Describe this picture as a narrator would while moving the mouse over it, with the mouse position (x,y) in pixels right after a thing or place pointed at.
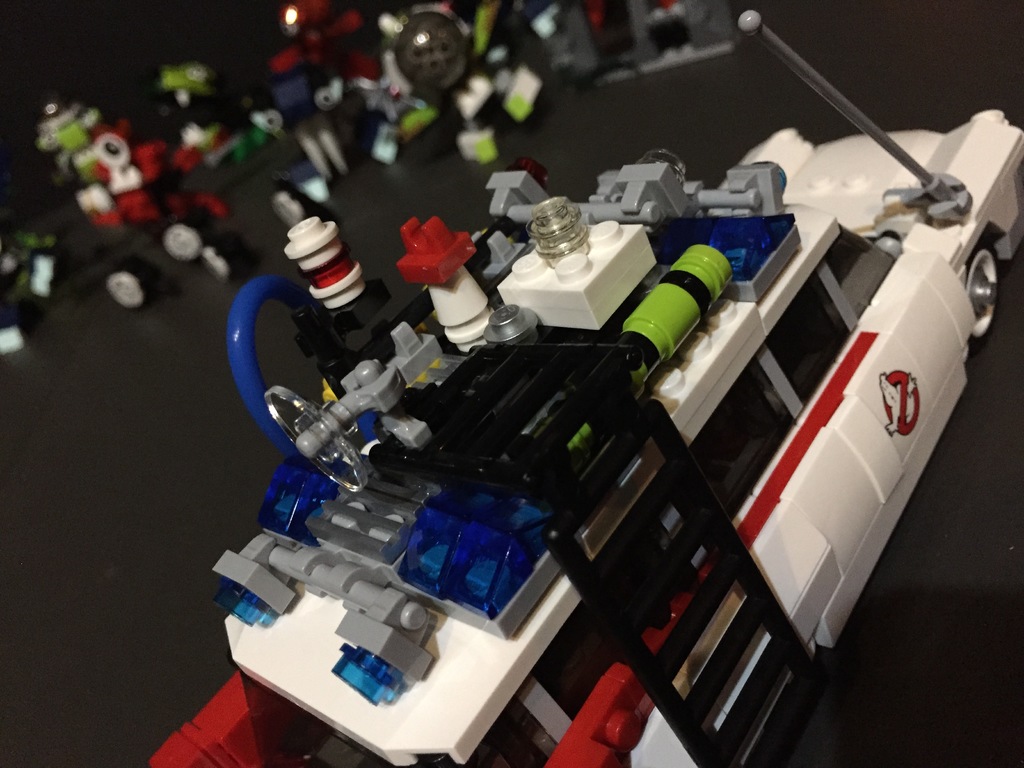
In this image I can see some colorful toys (730,352).
